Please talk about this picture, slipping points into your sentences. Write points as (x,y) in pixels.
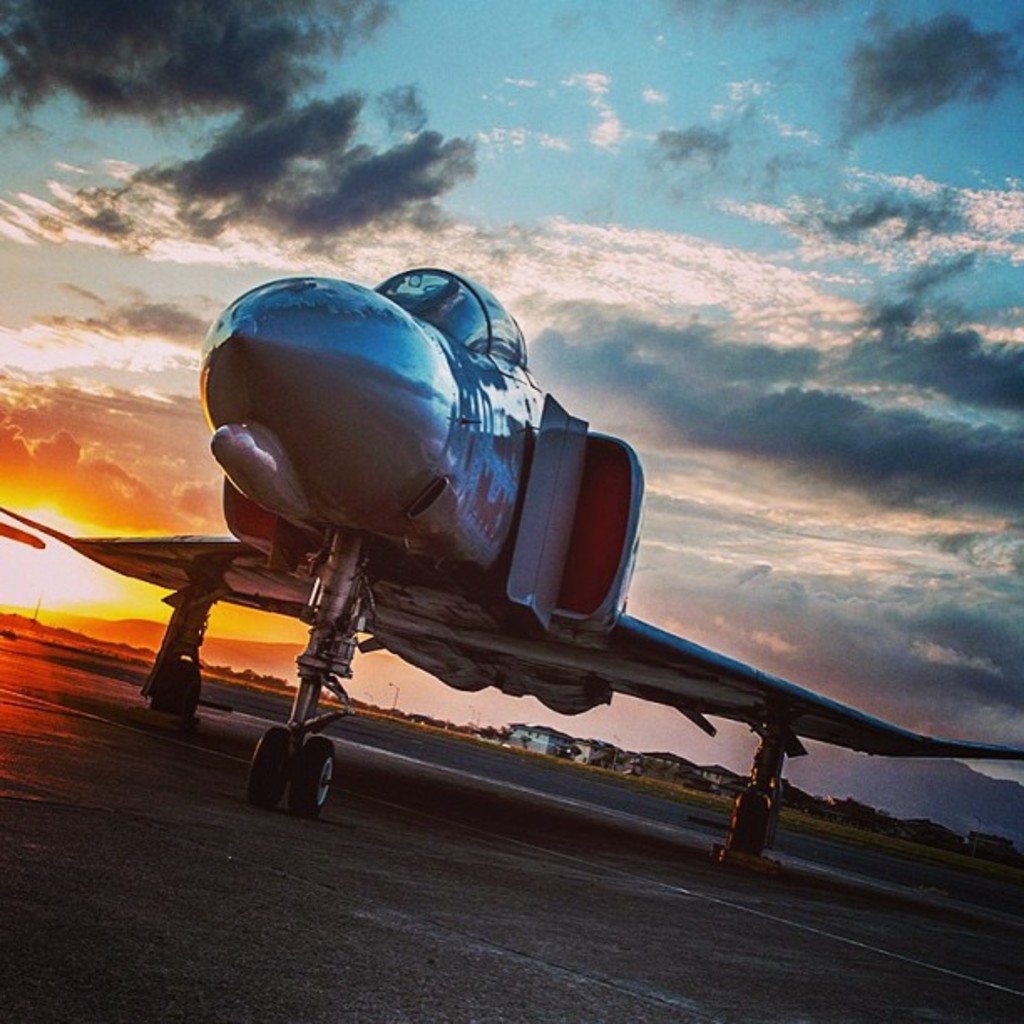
In the picture we can see a plane (428,501) which is parked on the path (116,809) and far away from it, we can see some houses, trees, poles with lights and sky (418,676) with clouds (592,345) and sun (6,586).
